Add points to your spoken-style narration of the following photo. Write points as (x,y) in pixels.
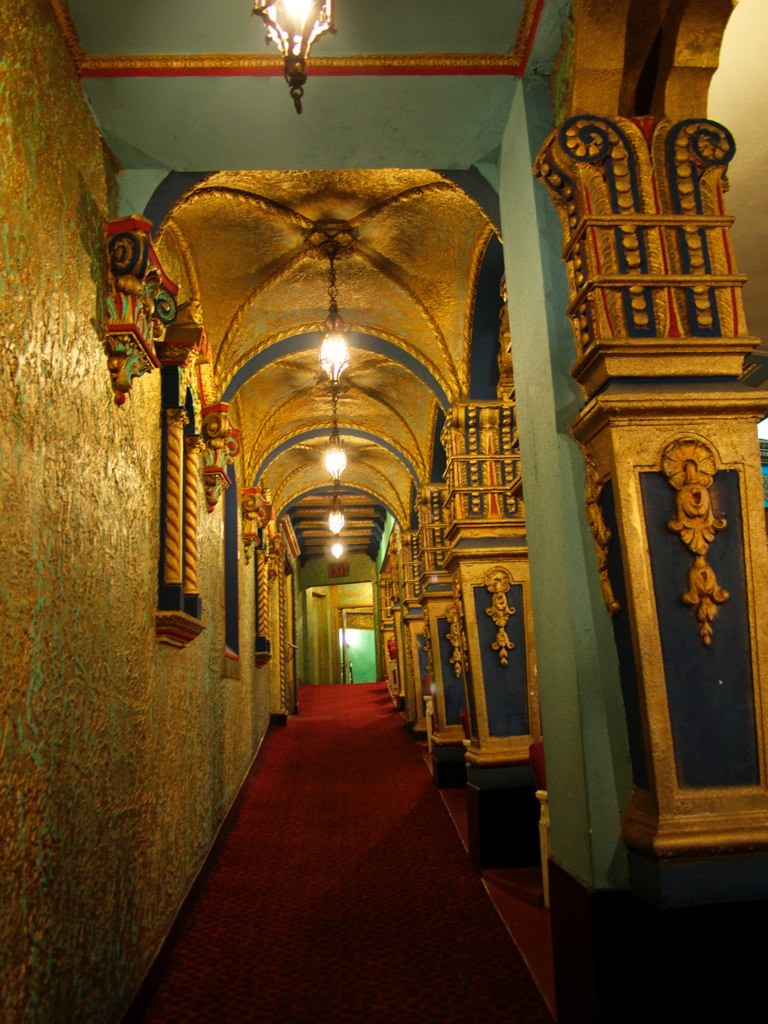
In this image I can see few lights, background (367,691) I can see few pillars (676,558) and the wall (16,410) in blue, yellow and red color, a red color carpet (311,853). Background (364,669) I can see a green color door (353,660).
